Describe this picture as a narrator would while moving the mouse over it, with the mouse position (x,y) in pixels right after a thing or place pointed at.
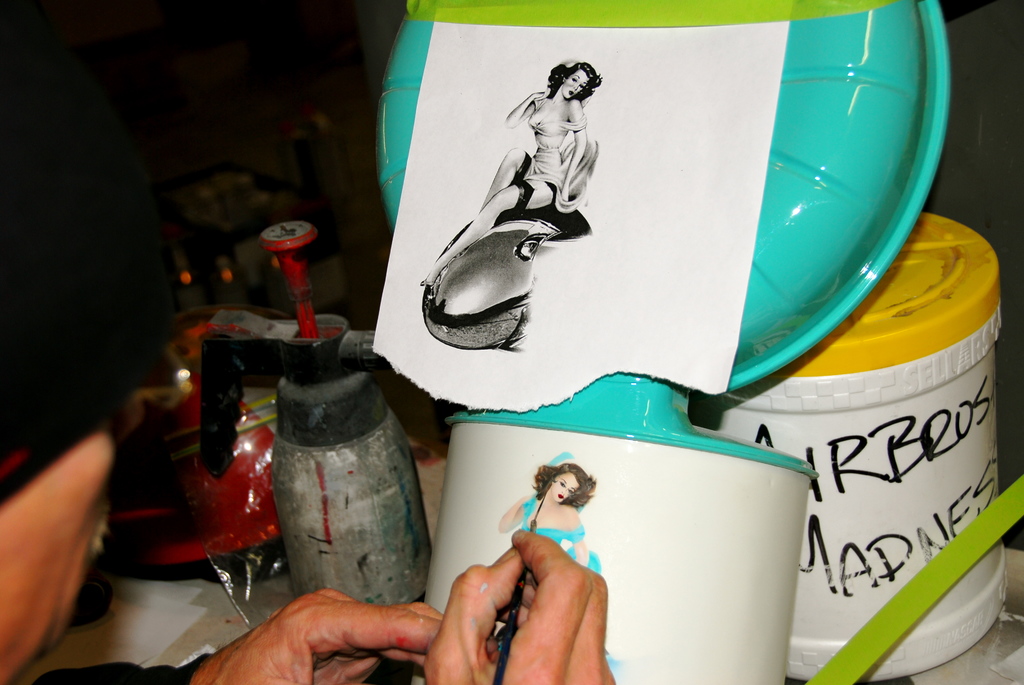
In this picture, it seems like a person (468,601), is painting and other objects (242,362) in the foreground (242,362).
